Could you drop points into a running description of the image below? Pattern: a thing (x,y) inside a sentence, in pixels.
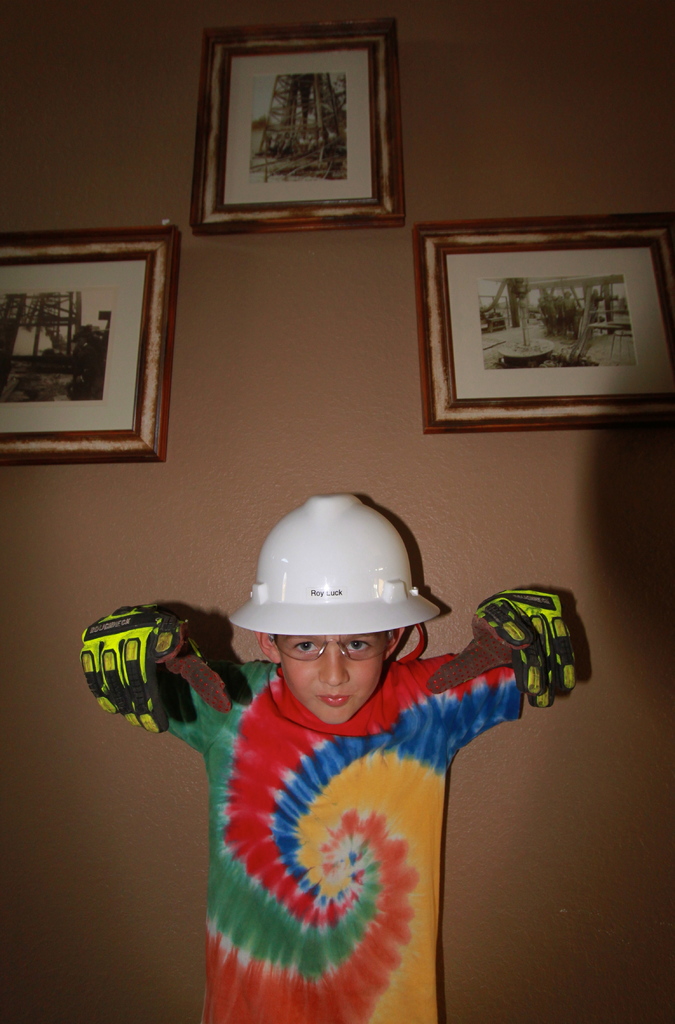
In this image there is a boy (315,782) standing towards the bottom of the image (338,805), he is wearing gloves (201,666), he is wearing spectacles (354,649), he is wearing a helmet (325,560), at the background of the image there is a wall (176,817), there are photo frames (156,311) on the wall (360,288).
